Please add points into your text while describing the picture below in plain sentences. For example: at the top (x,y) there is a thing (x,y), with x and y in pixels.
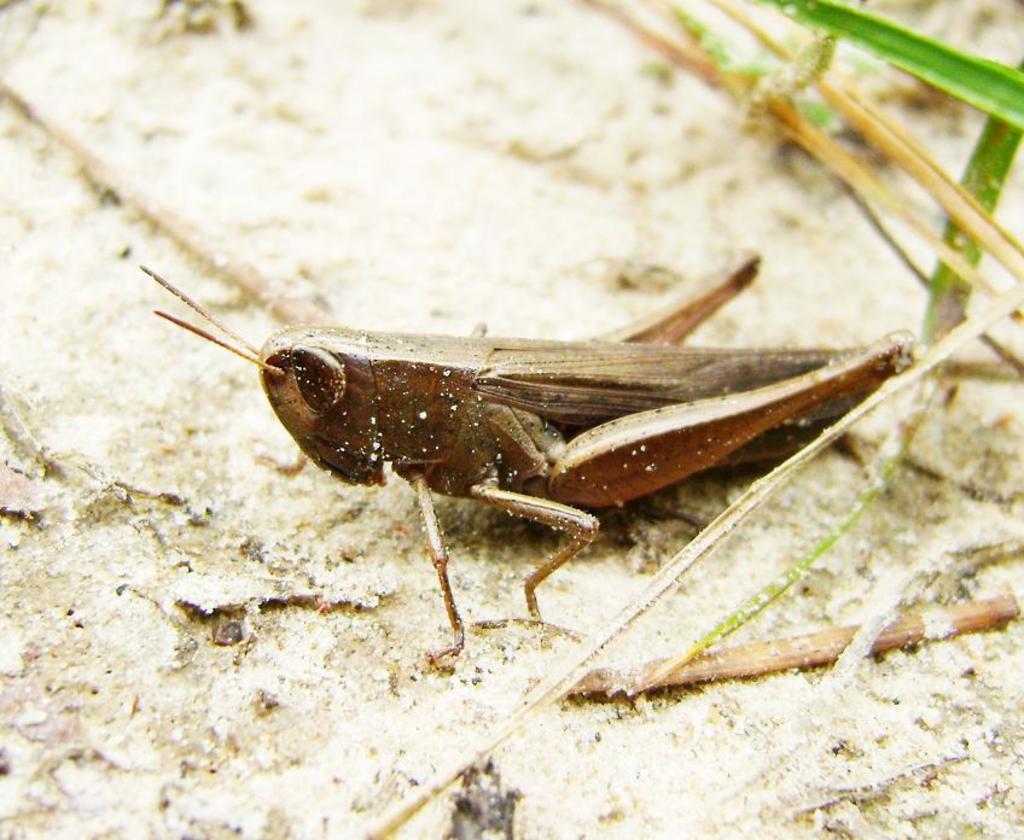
In the picture we can see an insect (323,392) which is brown in color with long legs (455,616) and antenna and beside the insect (507,362) we can see some grass plants (951,270).
